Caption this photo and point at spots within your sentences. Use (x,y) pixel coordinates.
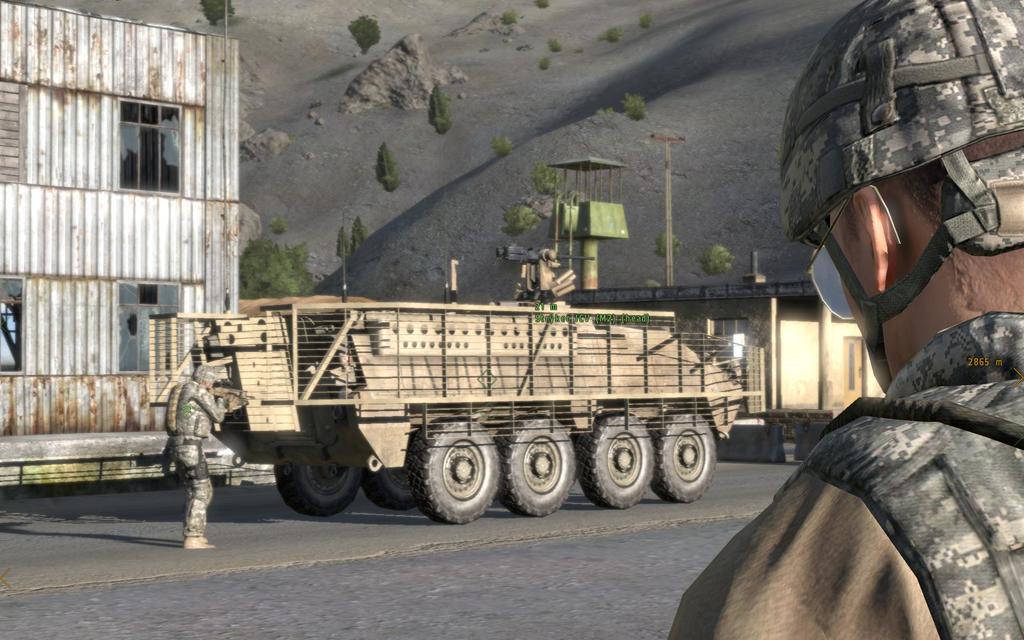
This image looks like it is animated. To the right (905,449), there is a man (867,402). To the left (53,180), there is a cabin (131,381). In the middle (540,426), there is a vehicle (372,448). At the bottom (360,596), there is a road (348,590).
